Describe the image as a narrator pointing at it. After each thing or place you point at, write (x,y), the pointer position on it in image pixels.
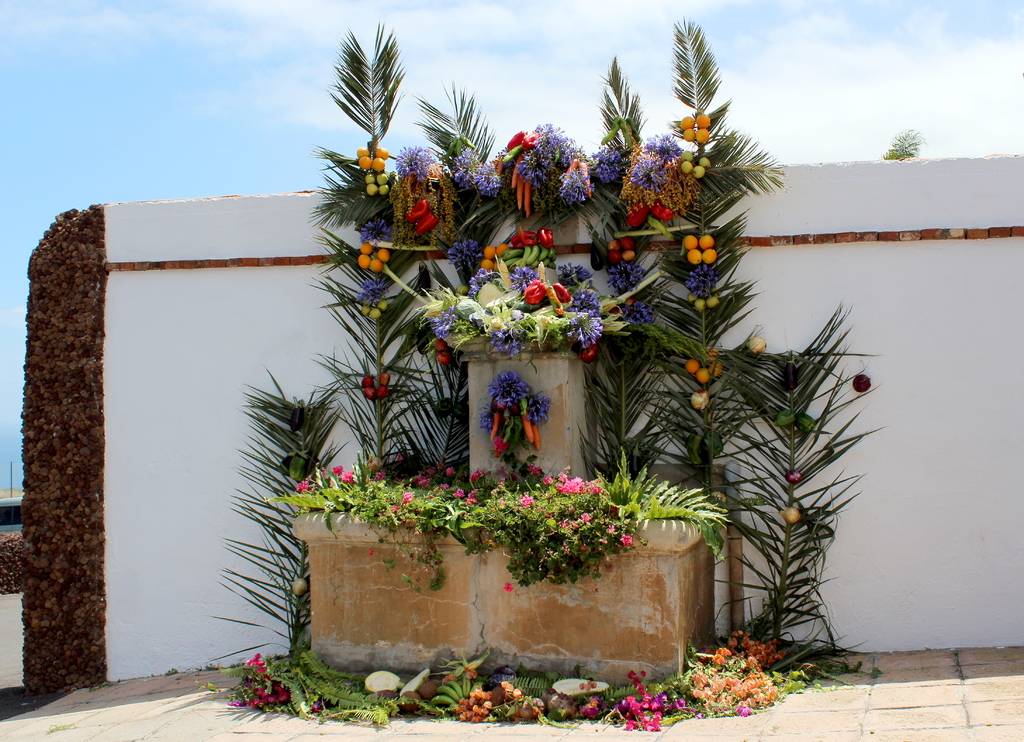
This image is taken outdoors. At the top of the image (130,101) there is the sky (153,59) with clouds (446,46). At the bottom of the image (112,718) there is a floor (733,735). In the middle of the image (349,463) there is a wall (135,400) and there is an old stone fountain (589,594) decorated with a few plants (519,496) and many flowers (584,517). There are a few leaves (276,538), fruits (493,261) and flowers (585,179).
